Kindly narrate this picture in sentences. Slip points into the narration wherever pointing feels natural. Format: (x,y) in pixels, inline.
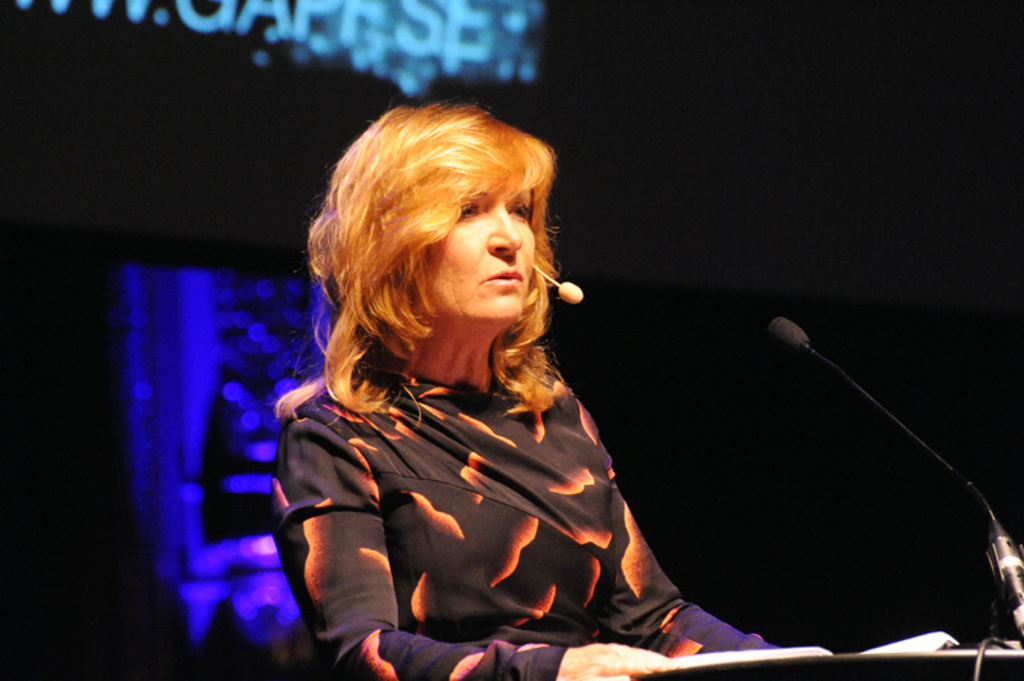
In this image in the center (419,255) there is one woman (427,569) who is sitting, in front of her there is one mike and some papers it seems that she is talking. In the background (365,47) there is wall (238,147) and some lights (225,302).
